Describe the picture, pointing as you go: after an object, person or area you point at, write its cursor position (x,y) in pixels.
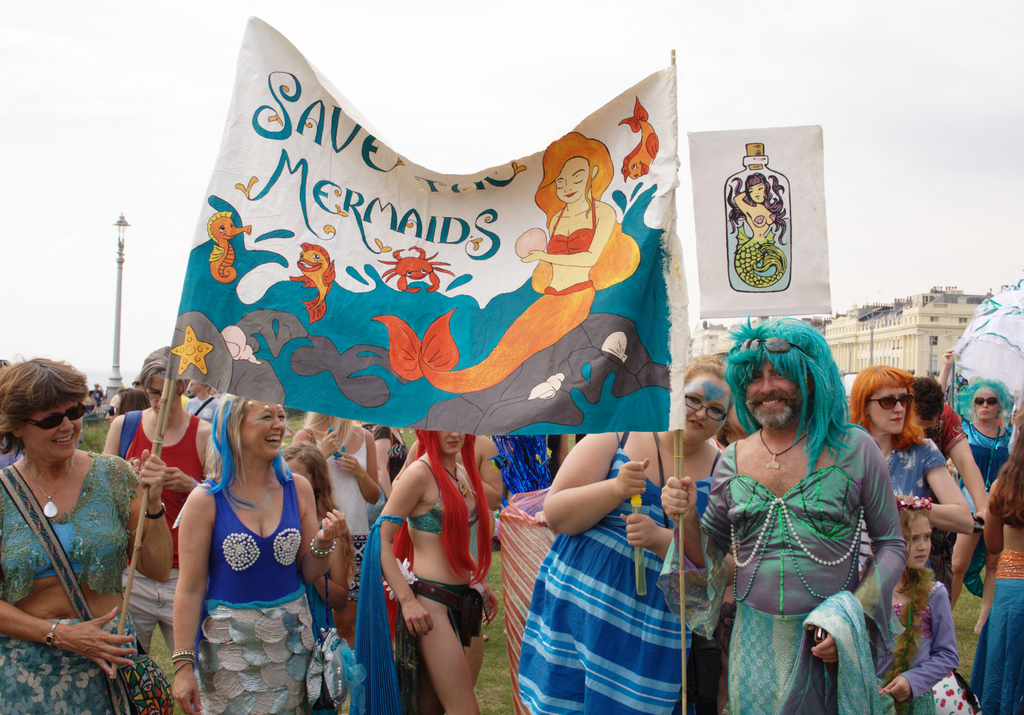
In this picture I can see there are few women (327,549) and a man (809,554) standing on the right side (773,579), he is holding a banner (378,230), there is something written on it. There is some grass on the floor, there is a building (922,316) on right side (911,325) and there is a pole (118,259) at left side (118,317) and the sky (168,224) is clear.
